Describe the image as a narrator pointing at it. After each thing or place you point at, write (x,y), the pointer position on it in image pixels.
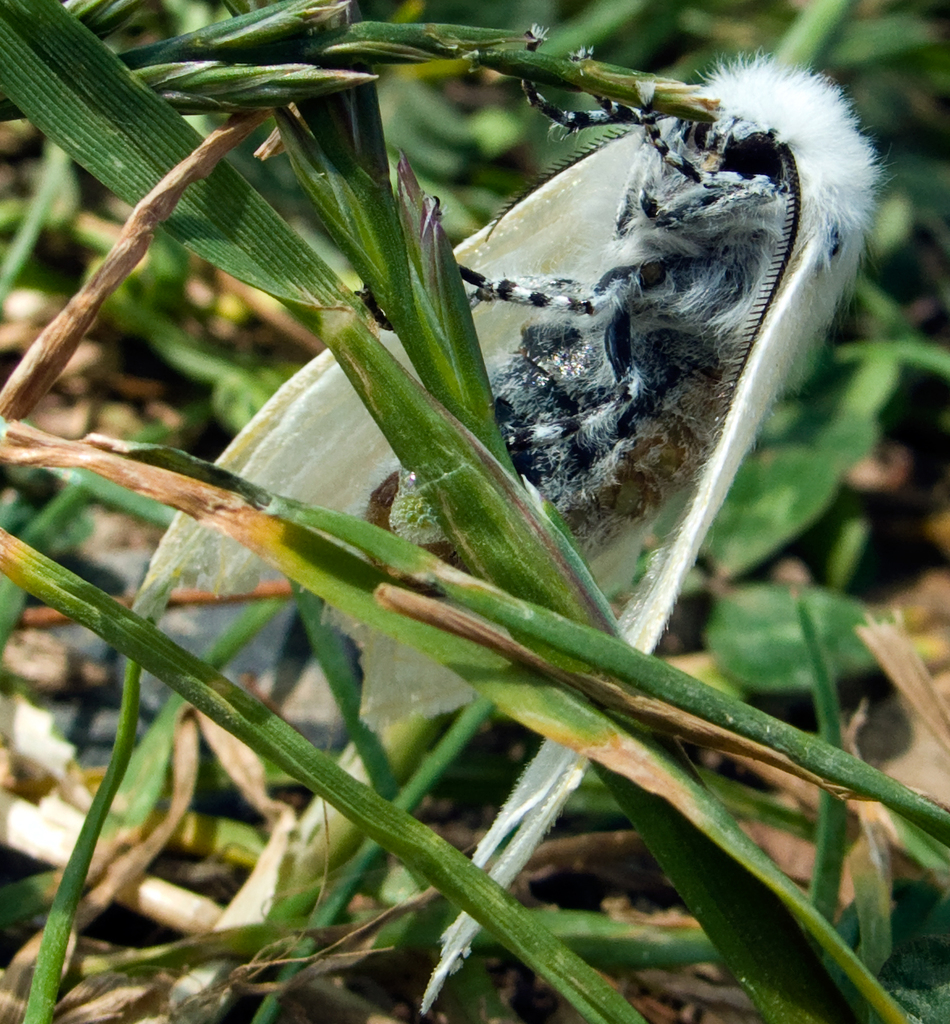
This image consists of a moth (635,334) in white color. At the bottom (131,698), there is green grass (641,716) on the ground (169,864).
